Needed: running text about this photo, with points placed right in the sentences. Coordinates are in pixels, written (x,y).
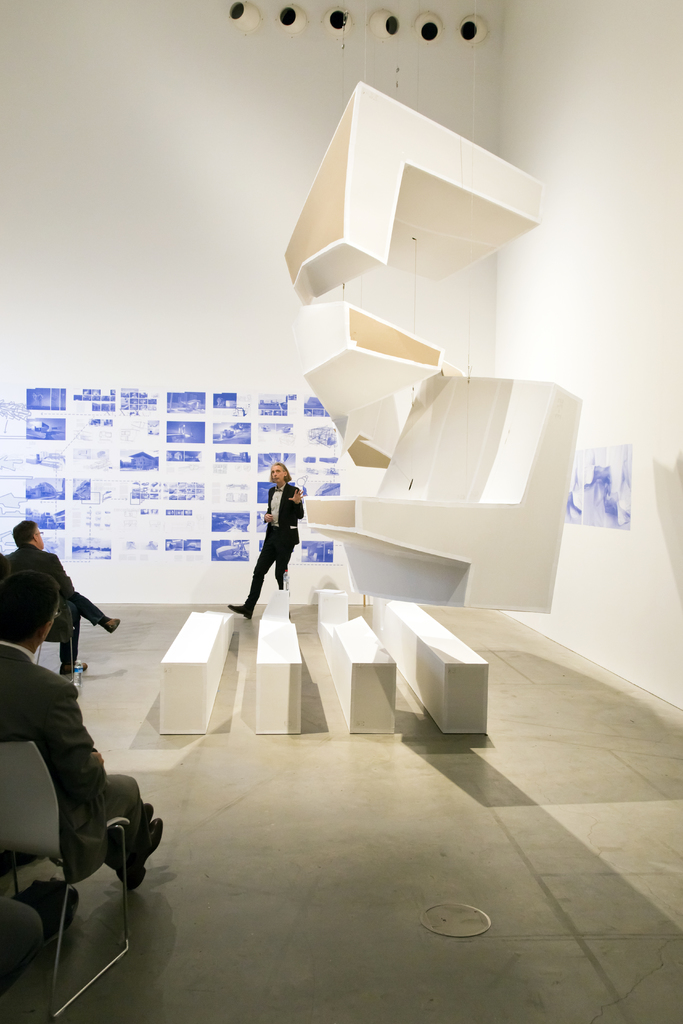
In this picture we can see few people (45,599) are sitting on the chairs (32,830), side we can see architecture (396,565) one person (281,587) is standing and talking.
